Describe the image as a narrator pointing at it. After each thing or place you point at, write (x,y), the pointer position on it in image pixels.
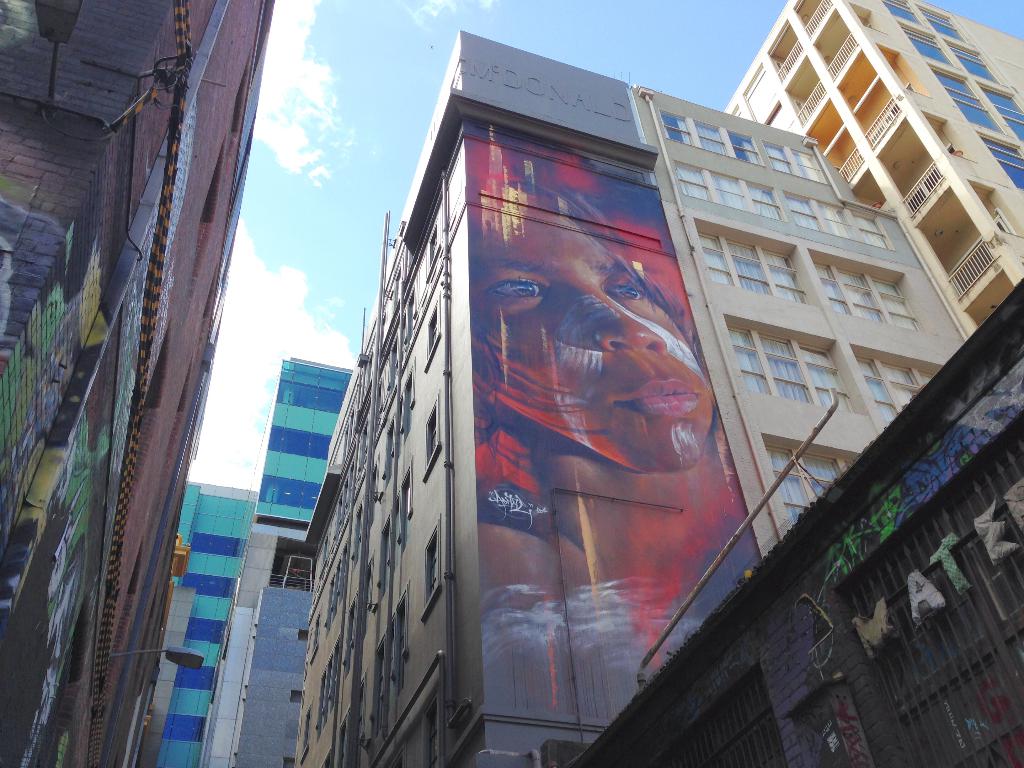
In this image we can see buildings (701,271) with windows (844,307). On the buildings (230,212) there are paintings (73,357) on the walls (100,383). In the background (325,187) there is sky (412,108) with clouds (256,313).
